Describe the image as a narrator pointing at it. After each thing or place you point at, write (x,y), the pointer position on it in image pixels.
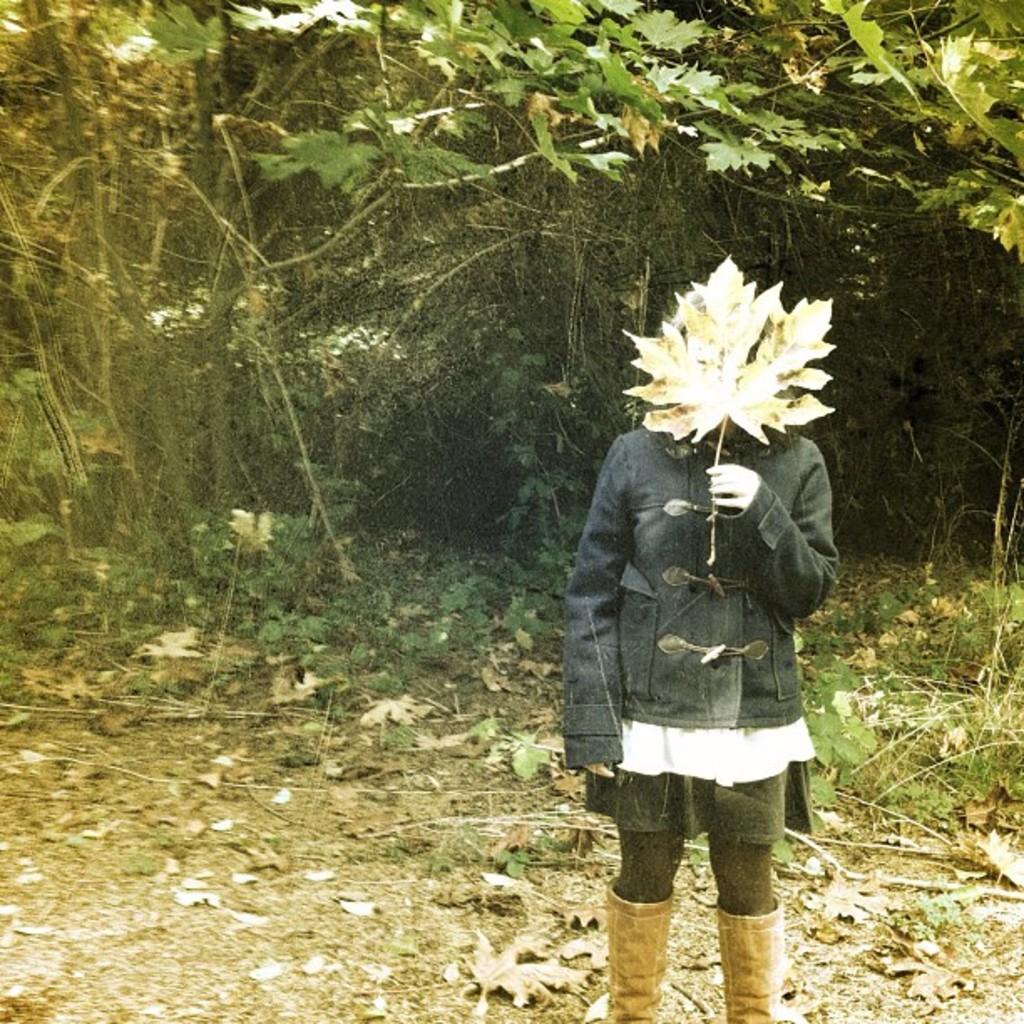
This picture might be taken from forest (487,576). In this image, on the right side (811,539), we can see a person (640,509) standing and the person (824,565) is also holding a leaf (751,395). In the background (596,167), we can see some trees (617,198). At the bottom (370,810), we can see a land (377,802) with some leaves (519,836) and grass (994,702).
